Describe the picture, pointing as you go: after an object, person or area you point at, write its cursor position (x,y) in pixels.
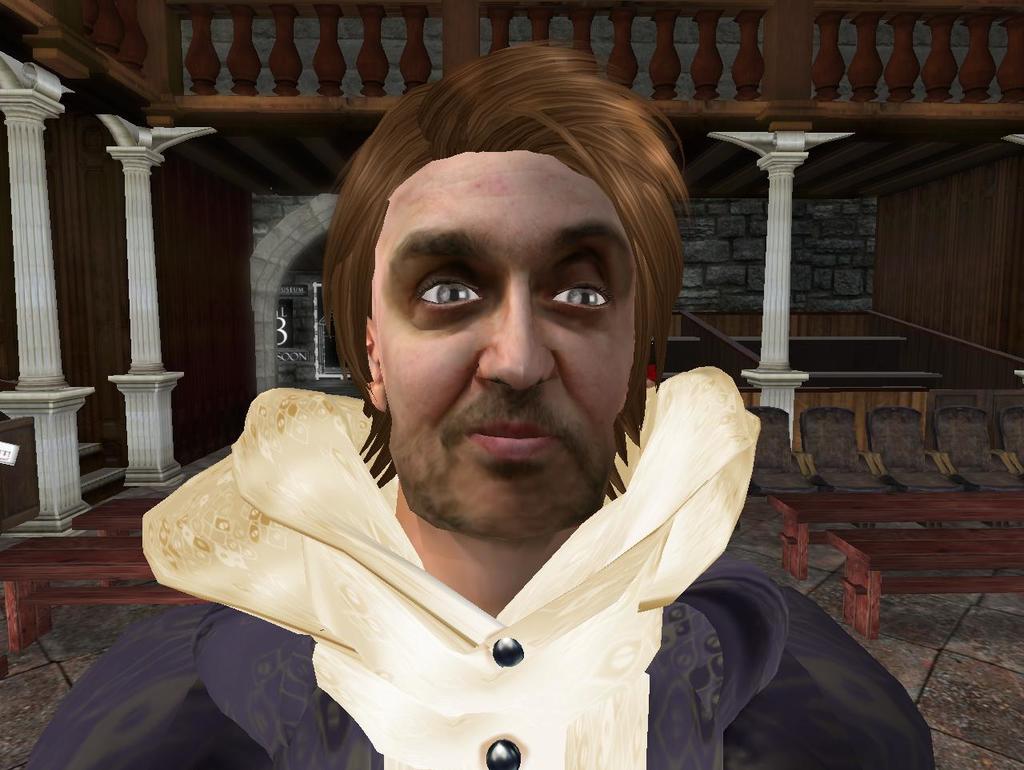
In this picture I can see there is a man (145,520) standing and he is wearing a coat (791,748) and there are chairs (888,485) and tables (921,544) in the backdrop (921,544).
